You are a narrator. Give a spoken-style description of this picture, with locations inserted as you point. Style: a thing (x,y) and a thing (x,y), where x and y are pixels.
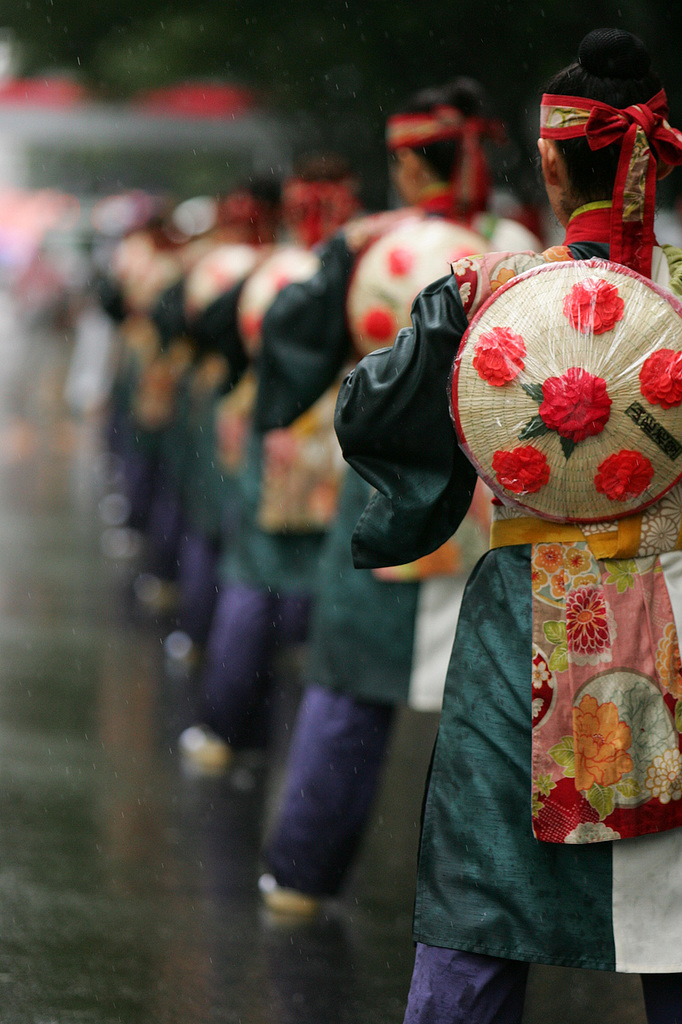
In this picture I can see there are a few people (528,902) standing and they are wearing costumes (550,854), the backdrop (545,53) is blurred.
